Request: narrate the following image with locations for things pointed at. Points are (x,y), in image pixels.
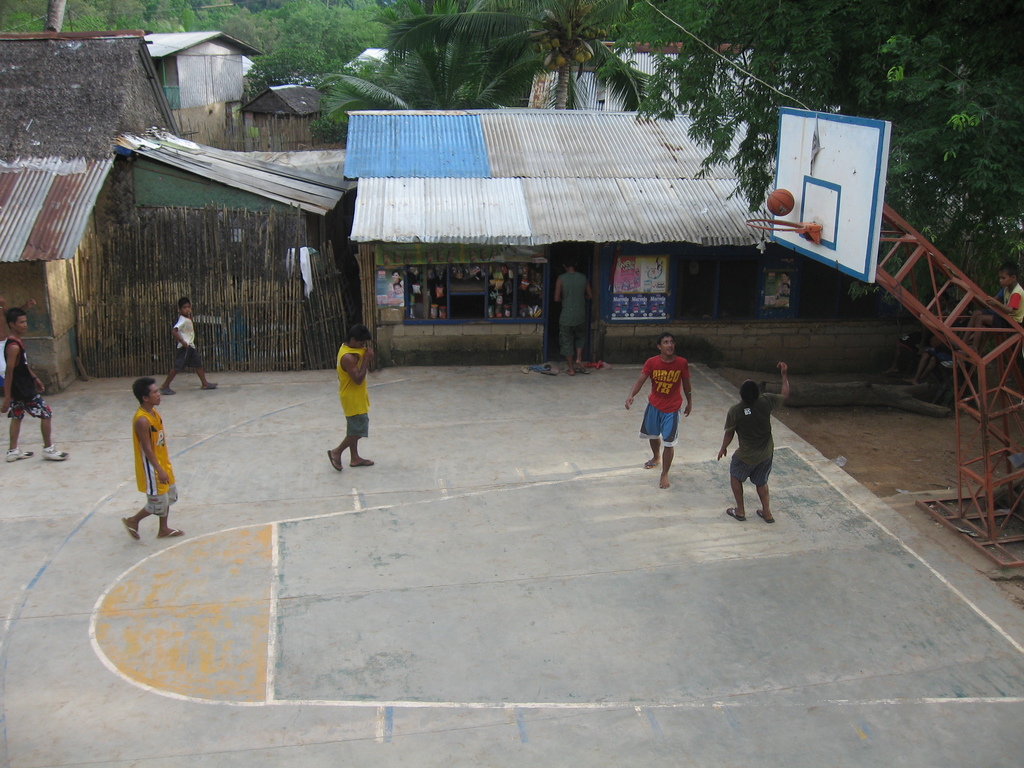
In this image I can see the ground (587,603), few persons (727,422) standing on the ground (206,416), a ball (781,208) and a basket ball goal post (806,208). In the background (879,342) I can see few houses (299,88) and few trees (387,65) which are green in color.
